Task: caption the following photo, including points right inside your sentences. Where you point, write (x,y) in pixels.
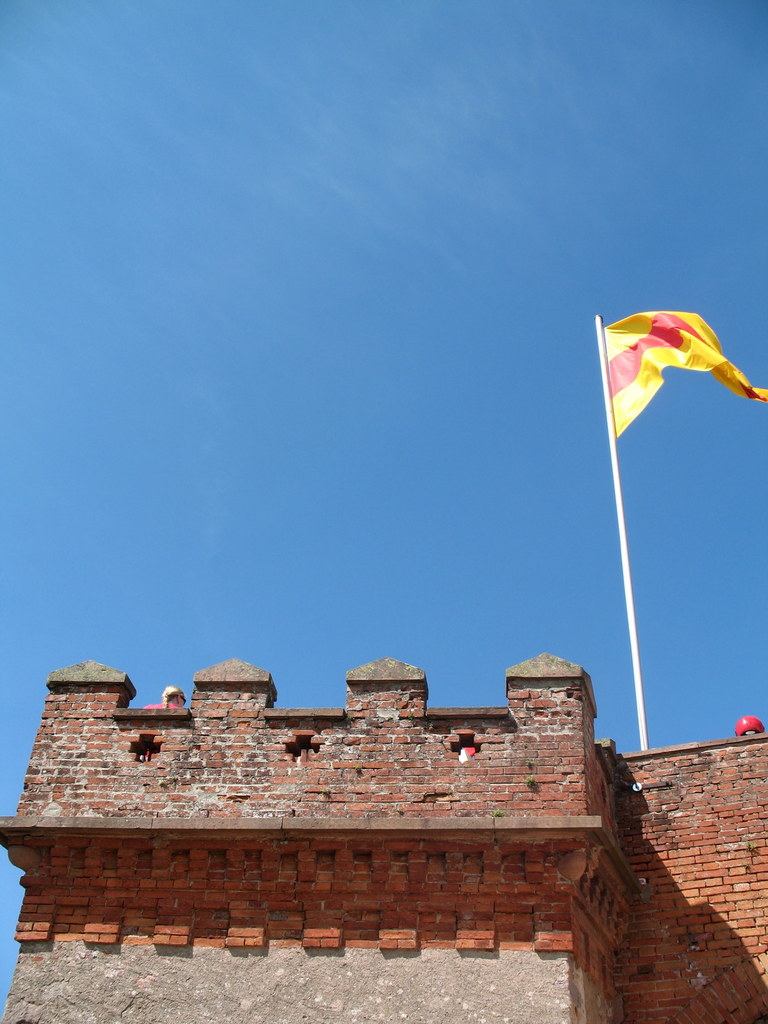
In this image we can see a building (380,744). On the building (368,740) we can see a person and a pole (639,733) with a flag (639,352). At the top (354,237) we can see the sky (341,219).
